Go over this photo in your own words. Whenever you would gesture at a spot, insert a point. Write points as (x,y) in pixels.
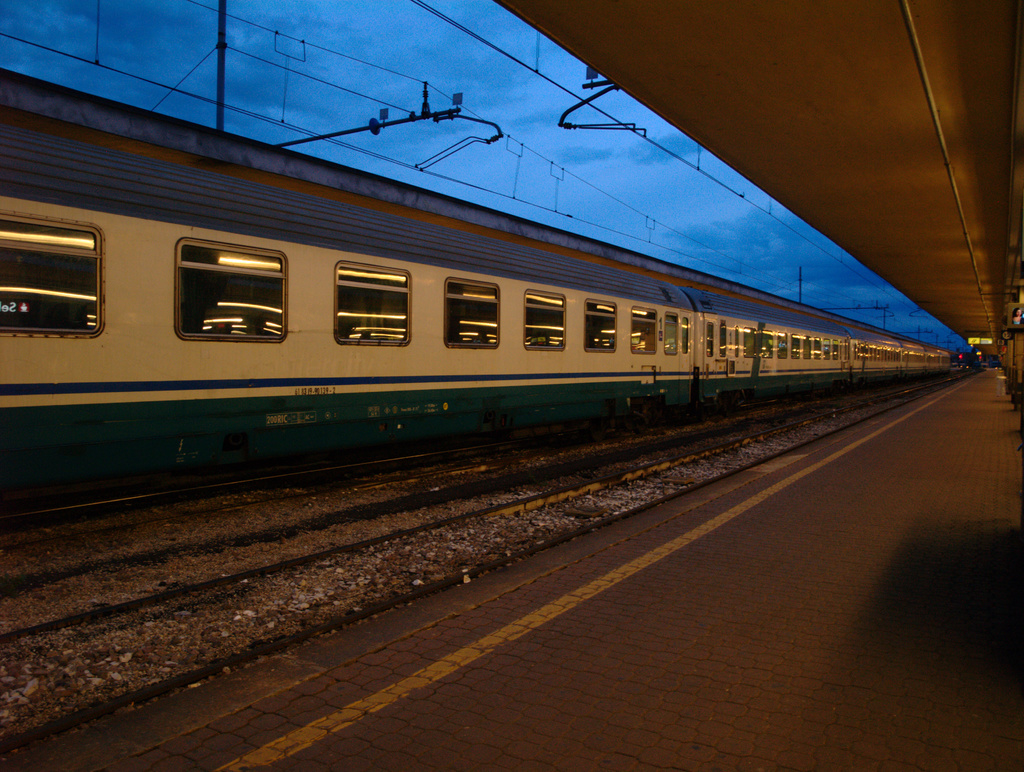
On the right side (797,655) there is a platform (892,561) and on the left side (46,385) there is a train (228,354) on the railway track (235,560). At the top (222,105) there are few poles (222,74) along with the wires (314,132) and also I can see the sky (482,85).
